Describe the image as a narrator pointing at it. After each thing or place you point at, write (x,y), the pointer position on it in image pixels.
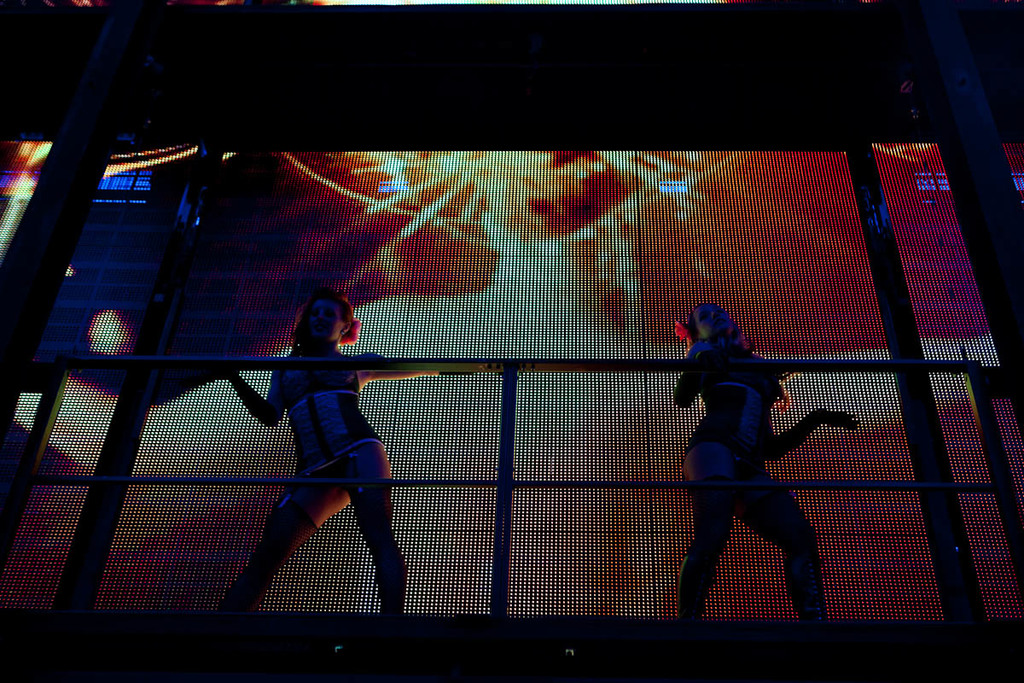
In this image, we can see people (351,335) performing dance and there are railings (302,367). In the background (330,235), there are screens (468,253) with some effects (453,250).
